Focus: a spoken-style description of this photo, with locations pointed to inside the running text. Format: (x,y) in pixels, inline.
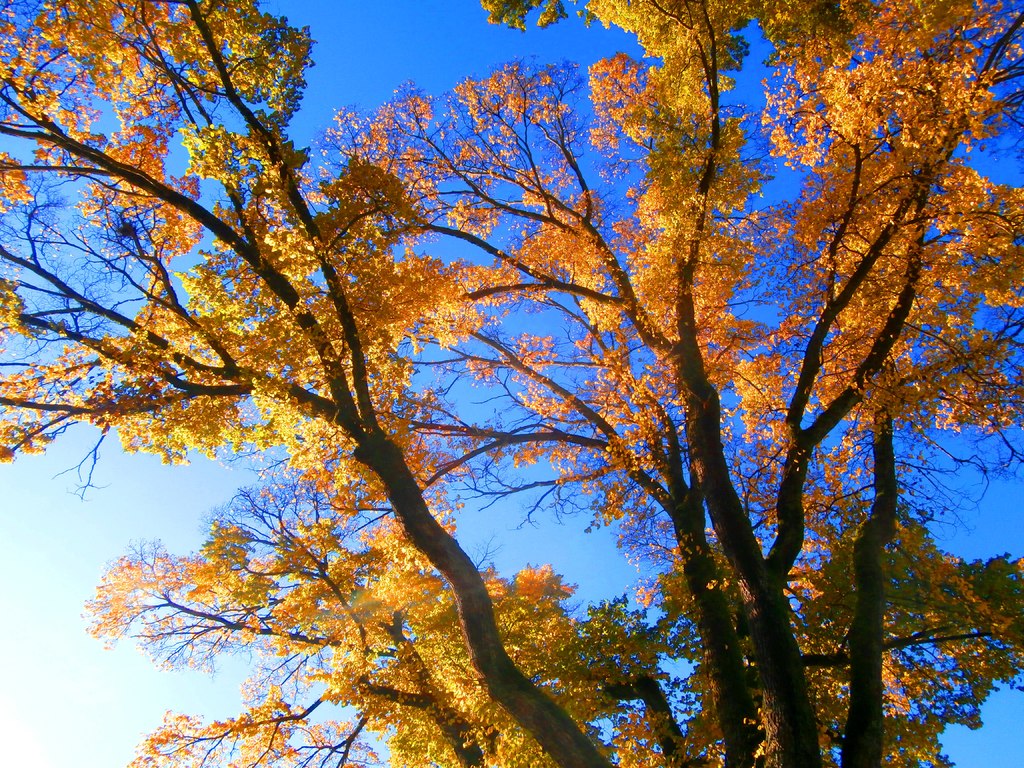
In this image in the foreground (427,445) there is a tree (526,448), and in the background (489,389) there is sky (211,480).
